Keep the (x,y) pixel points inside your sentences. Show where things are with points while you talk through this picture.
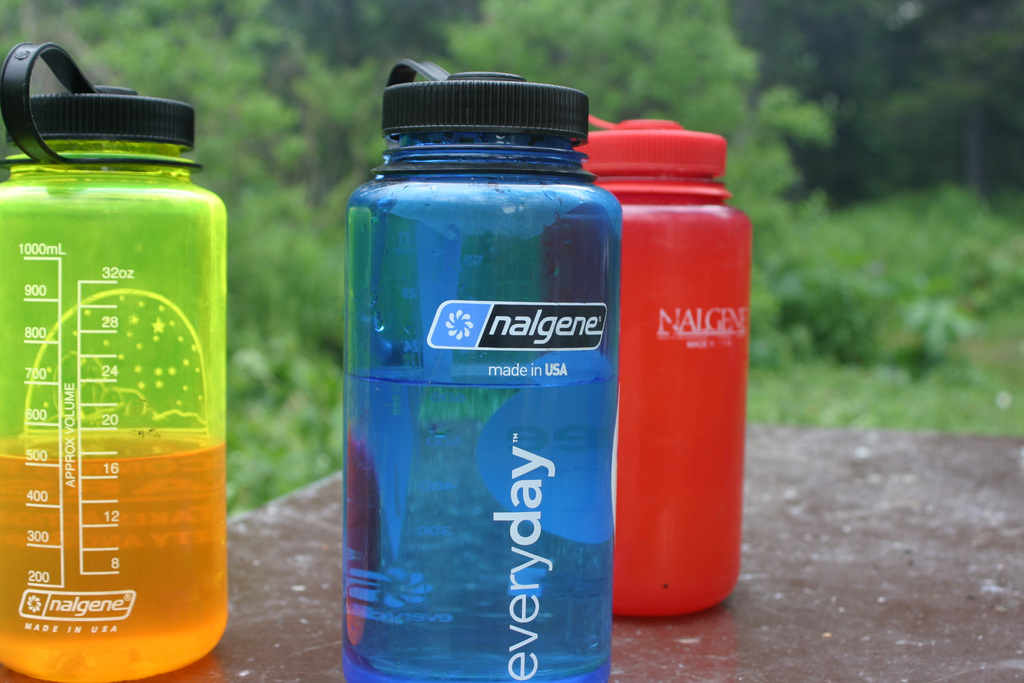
In this picture we can see three colors of bottles (212,324) such as green, blue, red and this are placed on a floor (286,560) and in the background (388,56) we can see trees (910,126).
